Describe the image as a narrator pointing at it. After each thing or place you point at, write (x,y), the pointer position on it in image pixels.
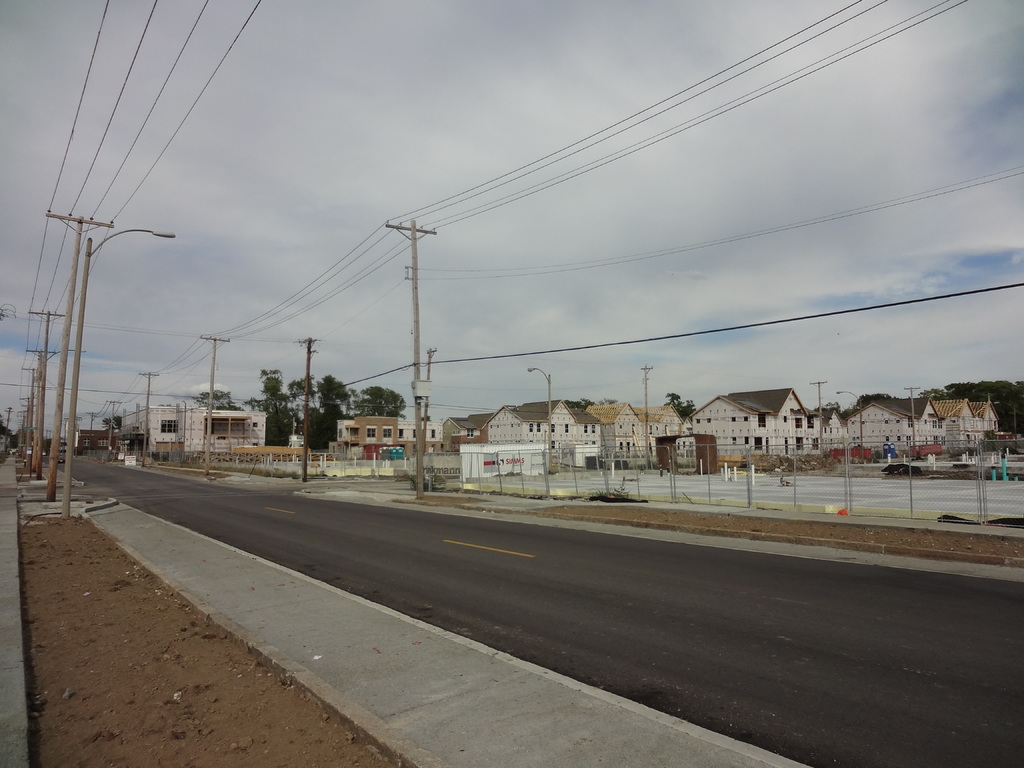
In this image we can see road (498,544). On the sides of the road (484,556) there are electric poles (426,400) with wires (839,313). In the background (227,414) there are light poles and buildings (617,419) with windows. Also there are trees (297,419) and sky (484,255) with clouds (484,255).
